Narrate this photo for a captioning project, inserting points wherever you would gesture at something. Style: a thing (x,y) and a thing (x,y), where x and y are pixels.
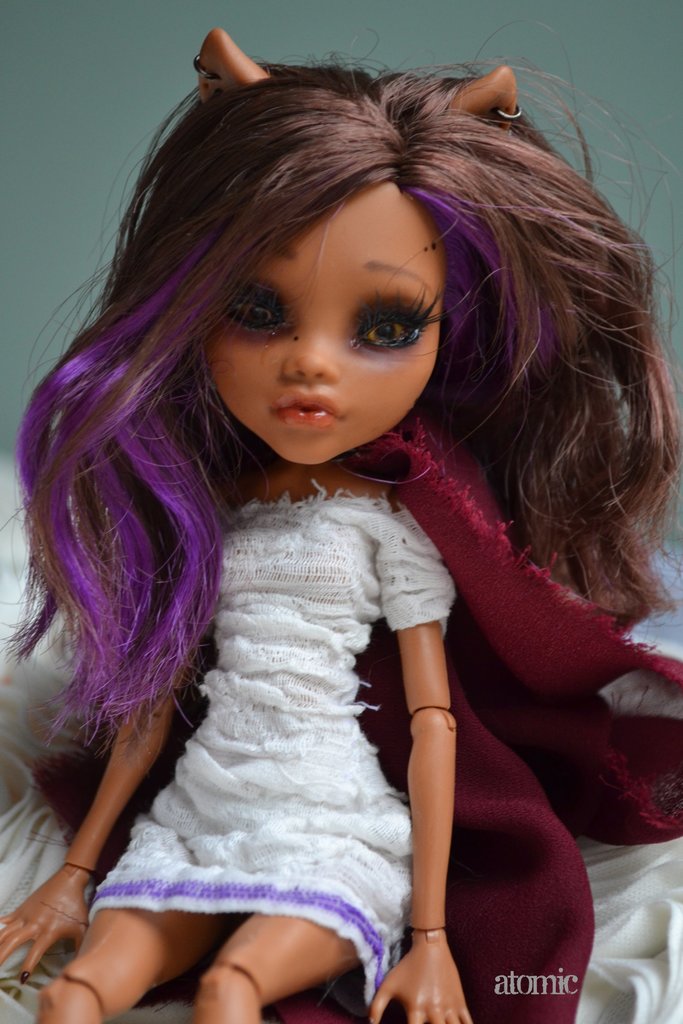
This is a toy (256,972) of a girl (310,764) wearing clothes (254,780).
